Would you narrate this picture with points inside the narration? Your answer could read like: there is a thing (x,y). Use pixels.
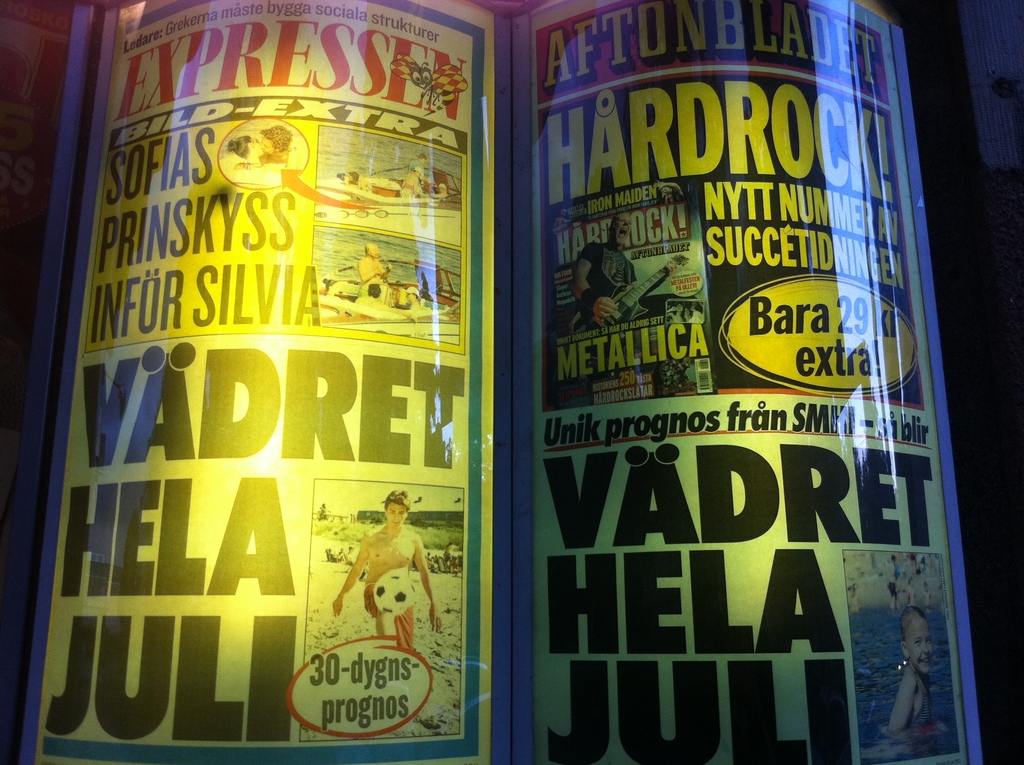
In this image, we can see posters (341,342). On these posters (492,360), we can see text (591,504) and images (351,544).
